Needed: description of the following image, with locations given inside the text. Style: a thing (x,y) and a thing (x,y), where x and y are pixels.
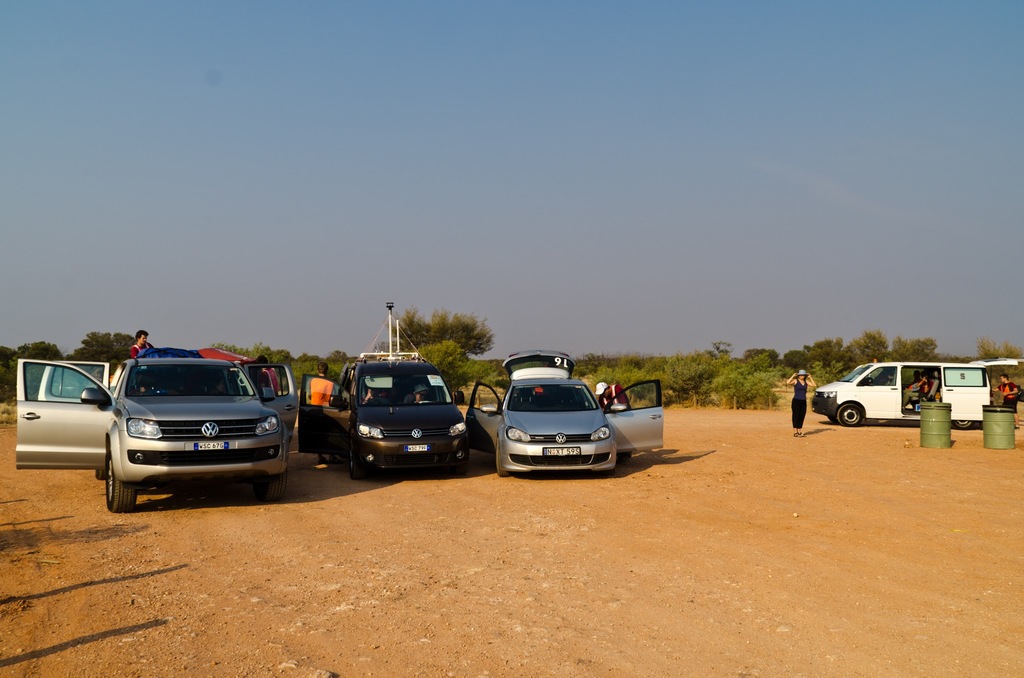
In this picture we can observe some cars (877,391) on the ground (233,530). We can observe two green color drums (935,435) on the right side (928,423). There are some members (1006,394) standing in this picture. In the background (435,348) there are trees (444,362) and a sky (385,198).
